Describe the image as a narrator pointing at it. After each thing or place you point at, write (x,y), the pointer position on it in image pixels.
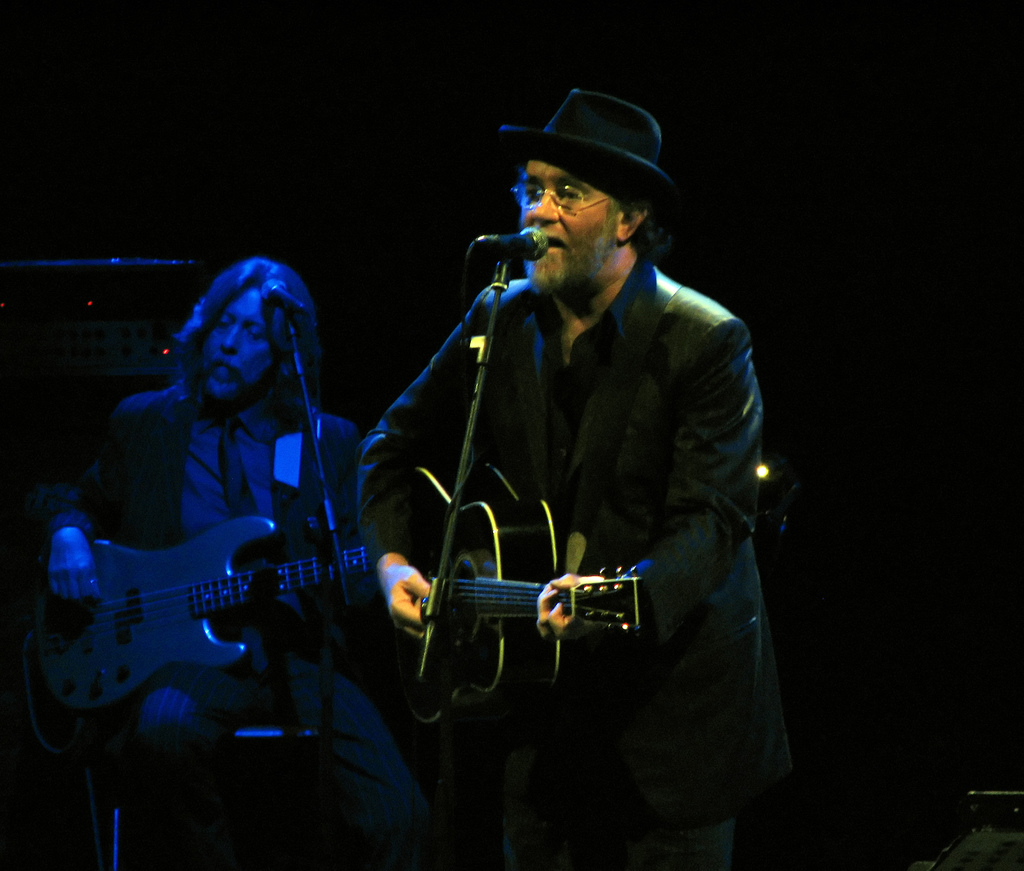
In this image I can see two men (644,471), one is standing and playing the guitar (502,607) another one is sitting and playing the guitar (79,627). In front of this person (498,333) there is a mike stand (445,569) and I can see a black color cap (600,136) on his head (555,186).
